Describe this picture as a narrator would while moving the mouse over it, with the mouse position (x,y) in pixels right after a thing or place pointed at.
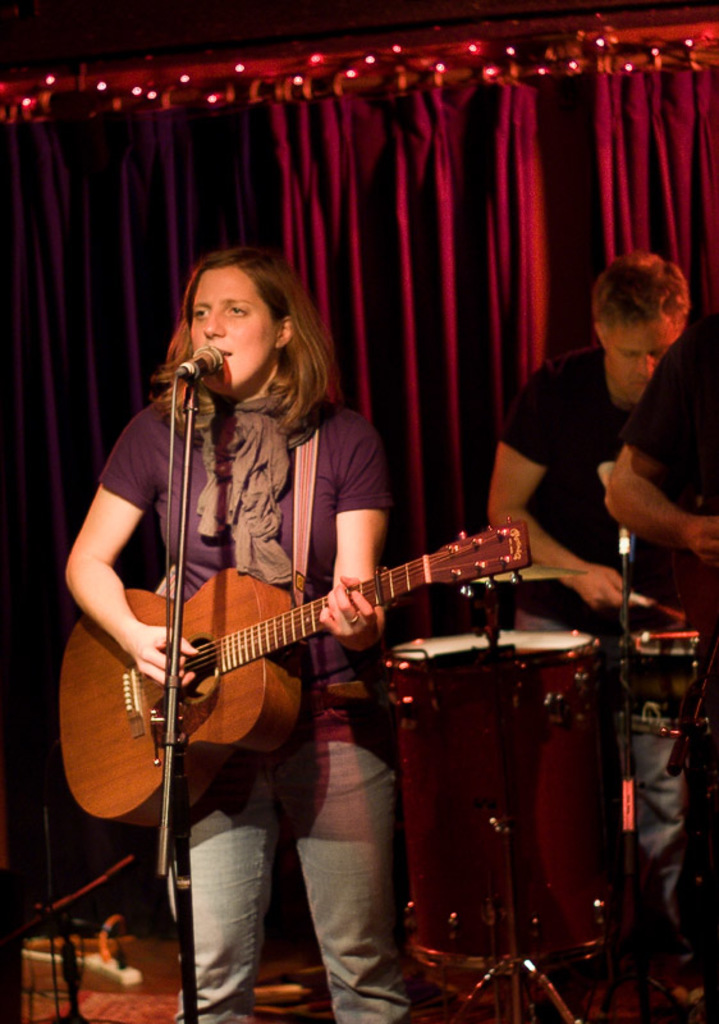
In this image I can see a woman (332,590) is playing a guitar (252,618) and singing a song in front of the microphone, behind the woman (284,386) we have a person (605,418) who is playing drums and behind the person (620,340) we have a red color curtain (430,176).
